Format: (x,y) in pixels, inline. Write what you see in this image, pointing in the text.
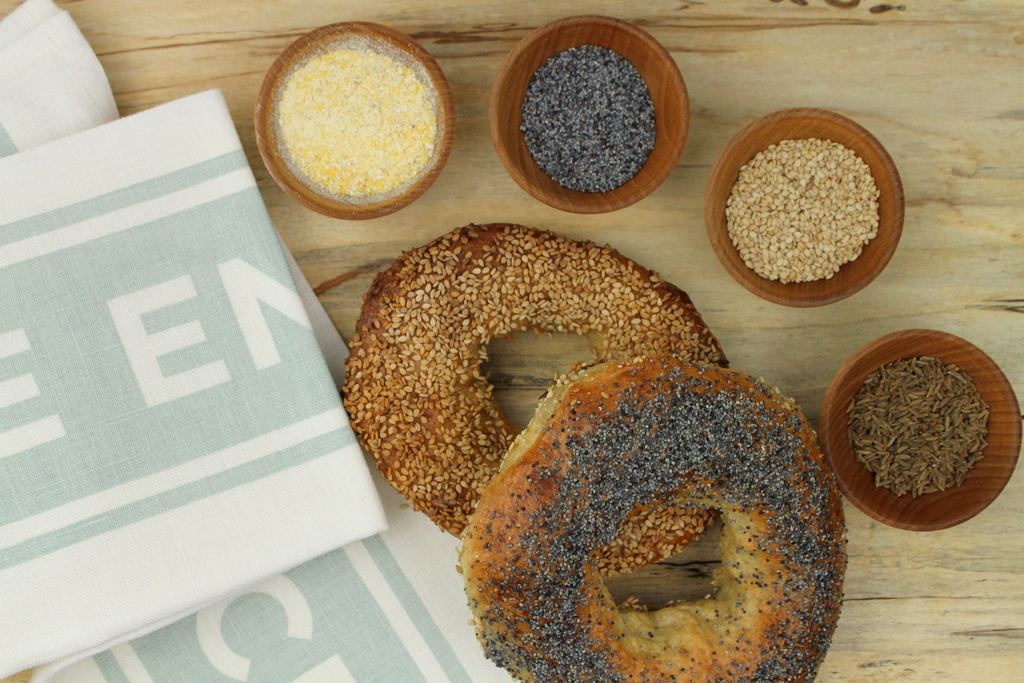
In this image we can see some food (537,444) placed on the wooden surface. There are few utensils (988,424) and some objects (917,435) are placed in it. There are few objects (270,639) and some text (191,324) printed on it at the left side of the image (151,341).
